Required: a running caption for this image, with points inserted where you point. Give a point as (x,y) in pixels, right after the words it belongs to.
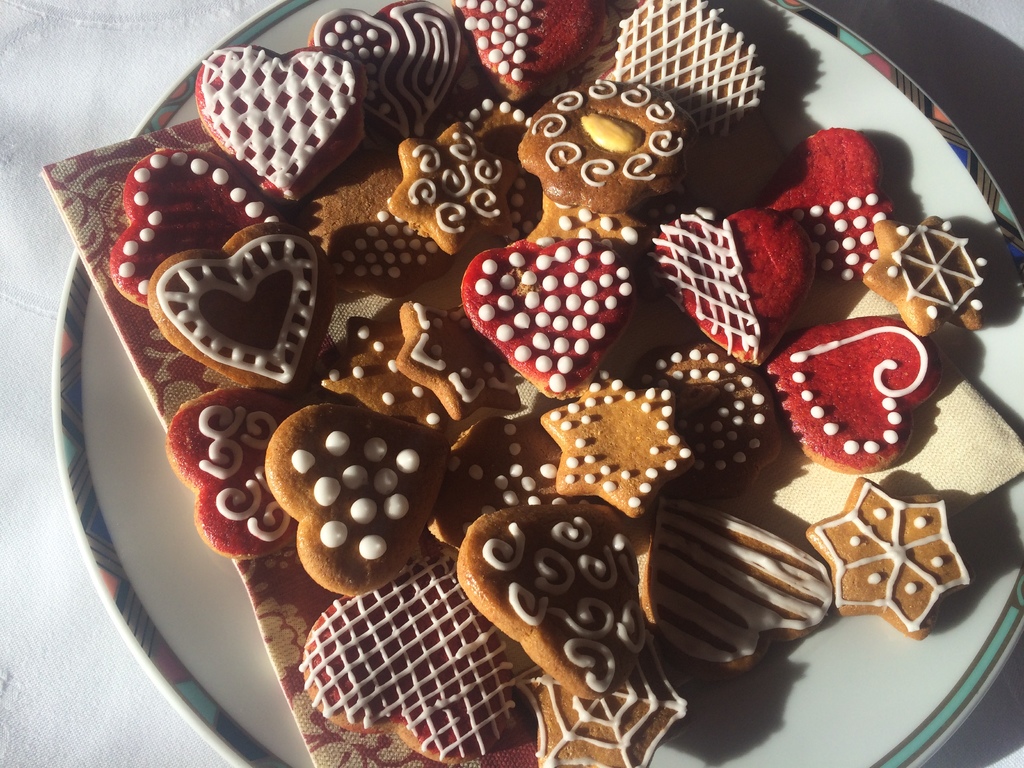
In this image we can see biscuits (873,451) in a white color plate (138,562) on the white color surface (37,339).
